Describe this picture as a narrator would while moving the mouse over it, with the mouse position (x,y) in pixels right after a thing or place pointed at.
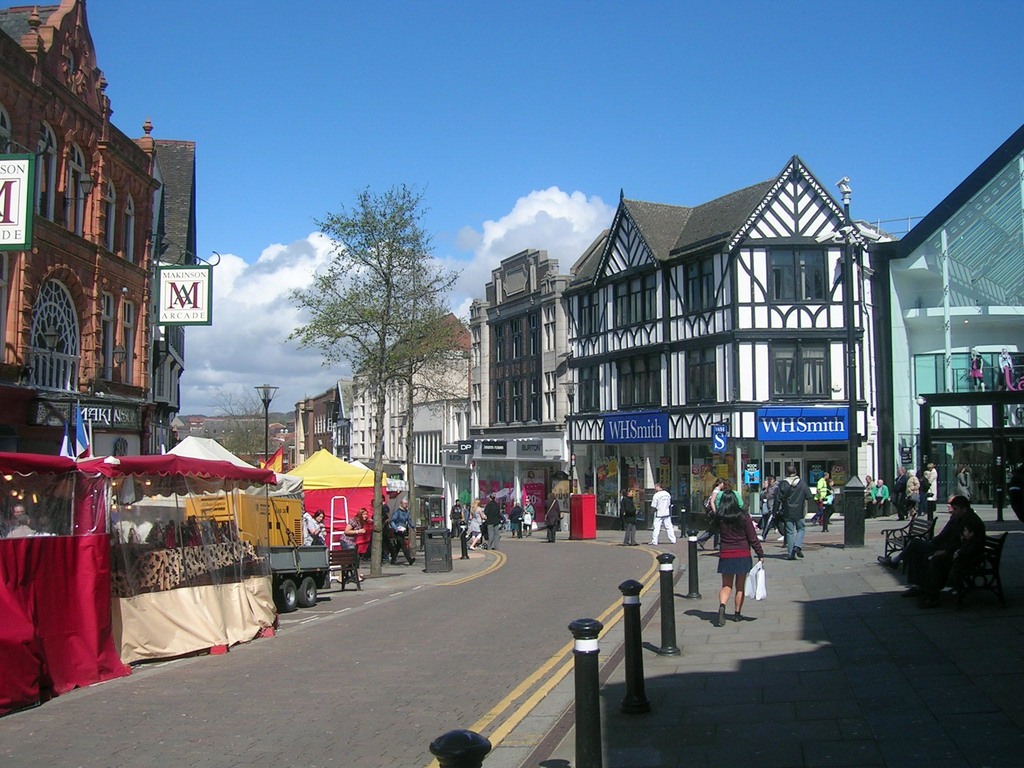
In this image there is a road (438,671) in the middle (477,498) on which there are people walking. There are buildings (511,312) with the windows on either side of the road (526,617). On the footpath (372,572) there are stores (180,530) under the tents (328,466). On the right side (988,591) there are two benches (903,541) on the footpath (875,635). At the top (617,91) there is sky (664,90). On the left side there are two trees (380,519) on the footpath (411,574) and there is a dustbin (429,553) beside it. Beside the store (226,559) there is a trolley (311,551) with some luggage (288,521) in it. On the footpath (726,650) there are some people (793,486) walking on it.
